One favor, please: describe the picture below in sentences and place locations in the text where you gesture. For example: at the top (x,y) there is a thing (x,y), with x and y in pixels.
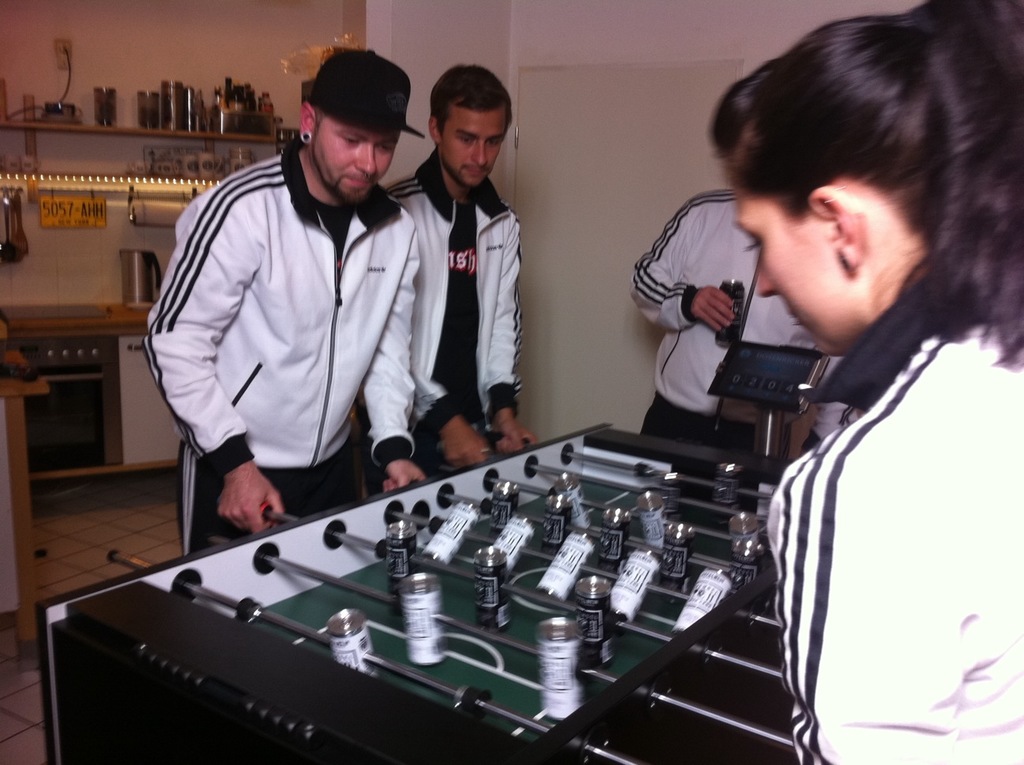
This picture describes about group of people (482,418), and few people (821,465) are playing table football (429,554), in the background (79,177) we can see few lights (113,177), oven (67,352) and other things (109,324).
